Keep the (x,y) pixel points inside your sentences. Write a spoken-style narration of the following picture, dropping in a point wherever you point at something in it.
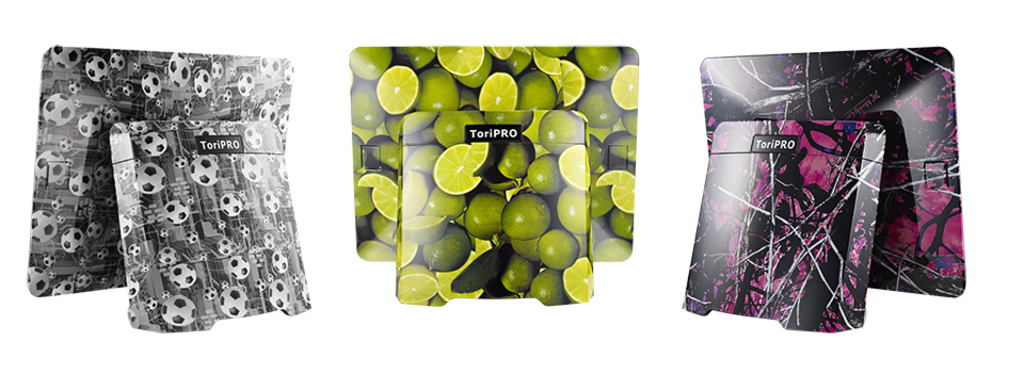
In the image there are three different objects (490,170) with different designs (472,175).
